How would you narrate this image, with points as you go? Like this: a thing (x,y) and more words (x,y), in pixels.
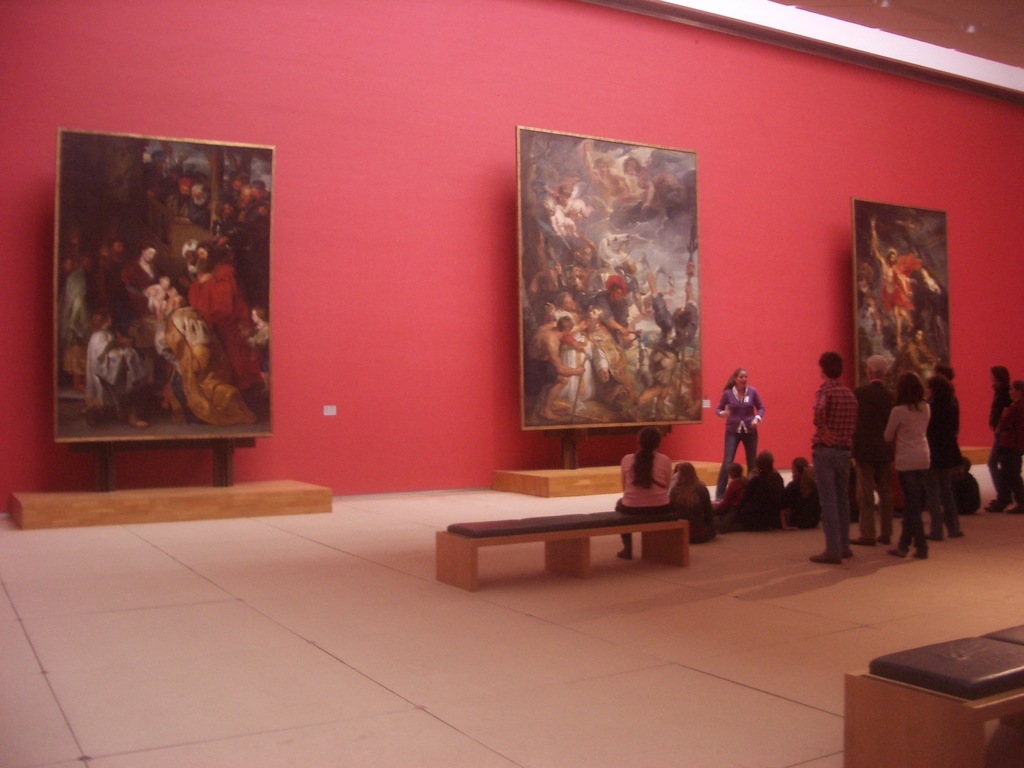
In the center of the image (656,475) we can see benches (684,534), few people (917,474) are standing and few people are sitting. And they are in different costumes (862,511). In the background (712,197) there is a wall (744,101), three boards (73,270) on the wooden objects (88,517) and a few other objects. On the boards (201,397), we can see some painting (614,361), in which we can see a few people (219,308) and a few other objects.
